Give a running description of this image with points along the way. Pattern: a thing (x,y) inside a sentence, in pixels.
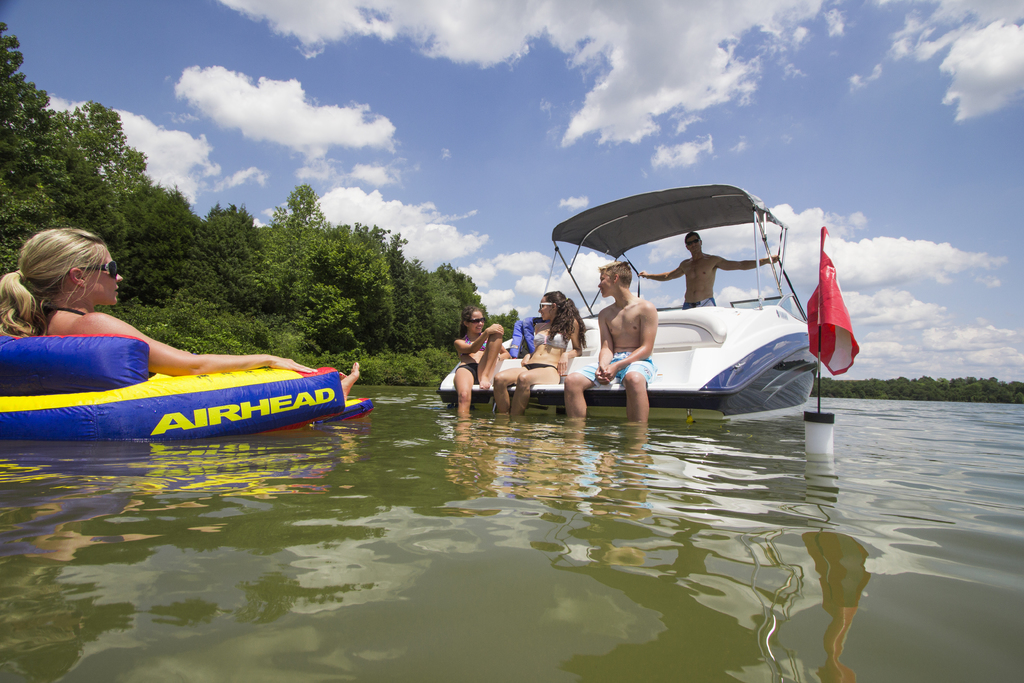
In this picture I can see a woman (56,267) sitting on the floating lounge (199,405), which is floating on the water (527,445), there is a flag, there are three persons (551,339) sitting on the boat (587,306), there is a person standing on the boat (759,271), there are trees (46,189), and in the background (805,134) there is sky (937,155).
